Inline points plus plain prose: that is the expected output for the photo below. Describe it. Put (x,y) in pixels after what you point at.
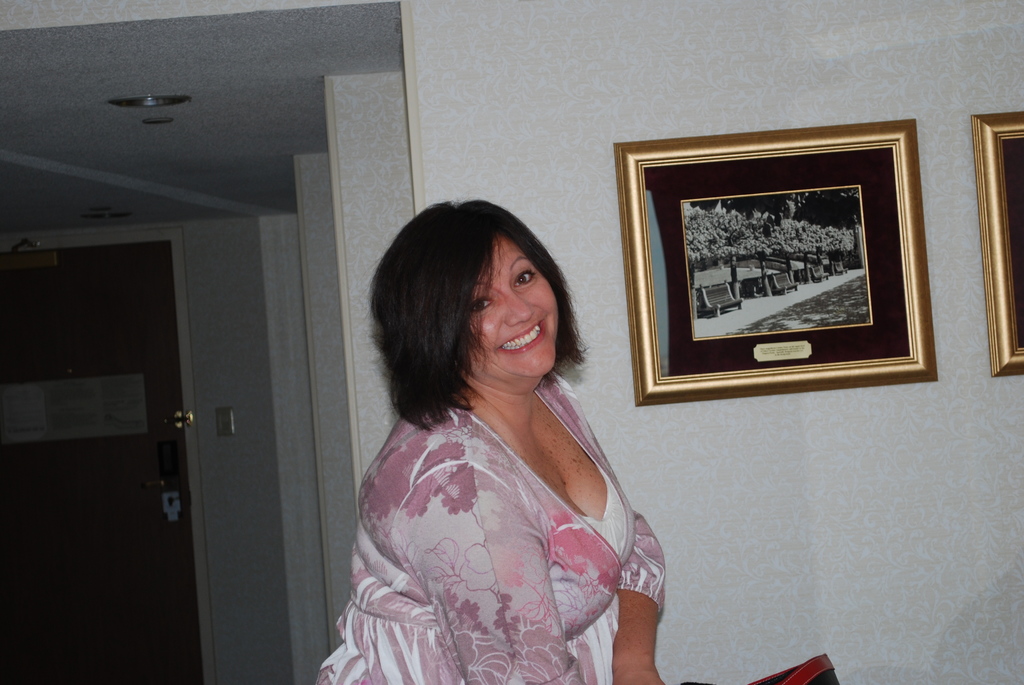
In the picture we can see a woman (460,581) standing and smiling, behind her we can see a wall (915,592) with a photo frame (899,234) and some picture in it and beside the wall (972,276) we can see a door (90,675) some far away and to the ceiling (187,130) we can see a light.
